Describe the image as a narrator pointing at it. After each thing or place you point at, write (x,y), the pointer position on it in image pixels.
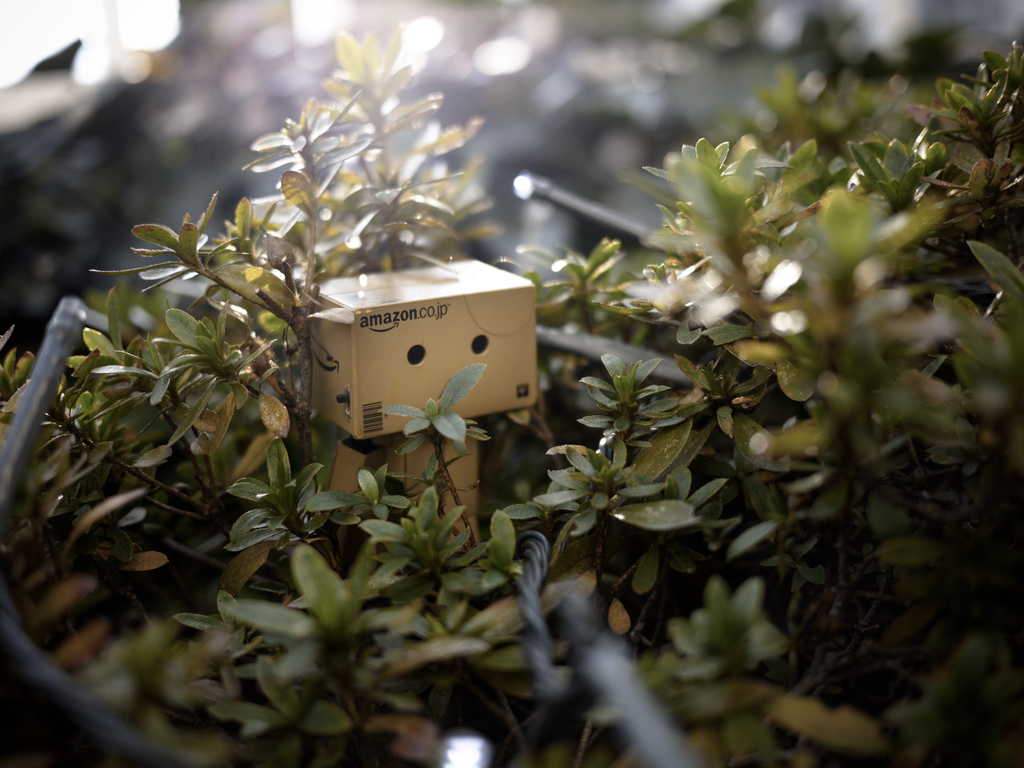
In this image we can see rectangular shaped cardboard thing (450,350) is present in the middle of the plants (514,484).
